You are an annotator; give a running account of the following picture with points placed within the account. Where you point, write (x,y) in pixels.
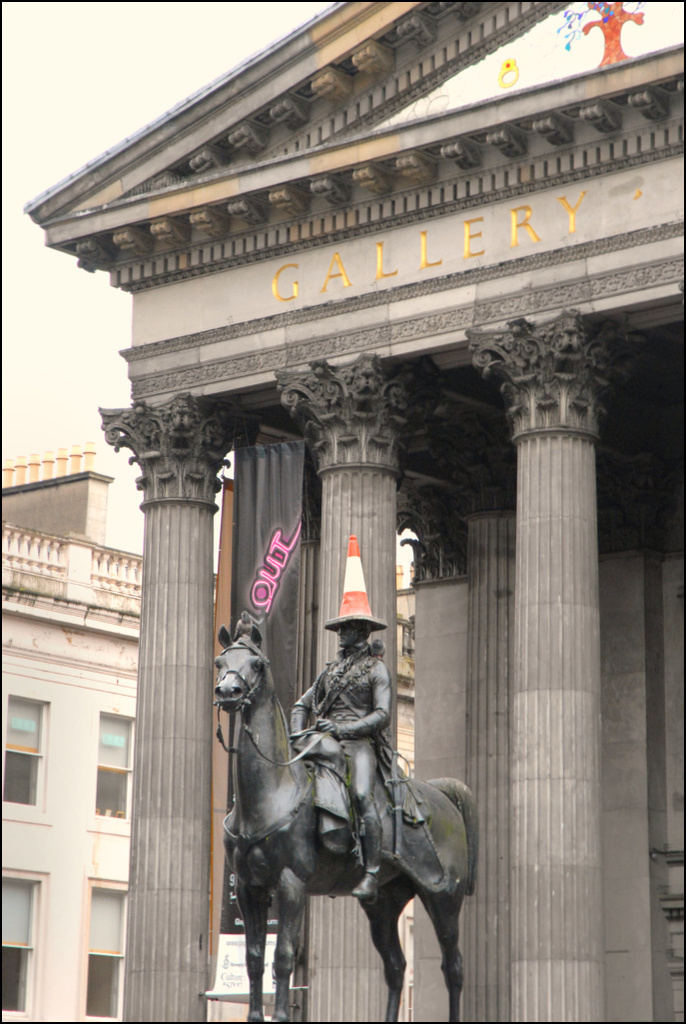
This picture is clicked outside. In the center (347,668) we can see the sculpture (351,681) of a person (357,694) sitting on the sculpture (261,789) of a horse (291,806) and wearing a traffic cone (364,582). In the background (204,535) we can see the pillars (534,370) of the building (589,278) and we can see the text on the building (357,189) and we can see the sky (50,442) and some other buildings (112,625).
